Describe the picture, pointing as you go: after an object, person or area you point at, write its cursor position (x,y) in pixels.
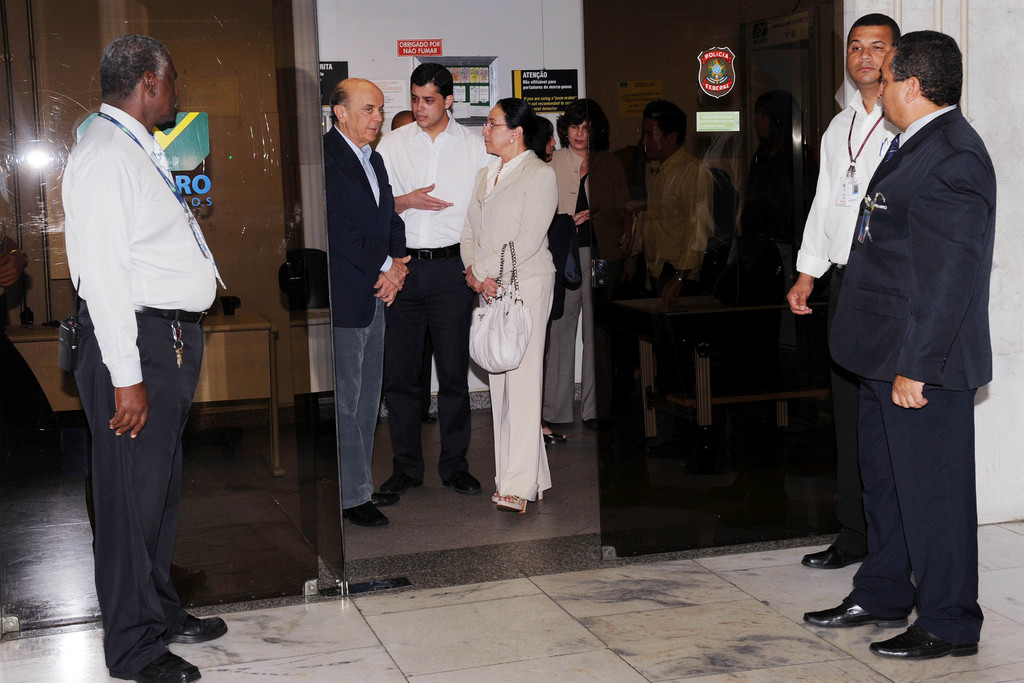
In this image I can see group of people (872,257) standing, the person (413,161) in front wearing white shirt (410,236), black pant (423,283) and the other person (507,241) holding a white color bag (486,333) and wearing white color dress (538,293). Background (681,286) I can see two glass doors (656,275) and few papers (547,77) attached to the wall (435,22) and the wall (445,22) is in white color.
